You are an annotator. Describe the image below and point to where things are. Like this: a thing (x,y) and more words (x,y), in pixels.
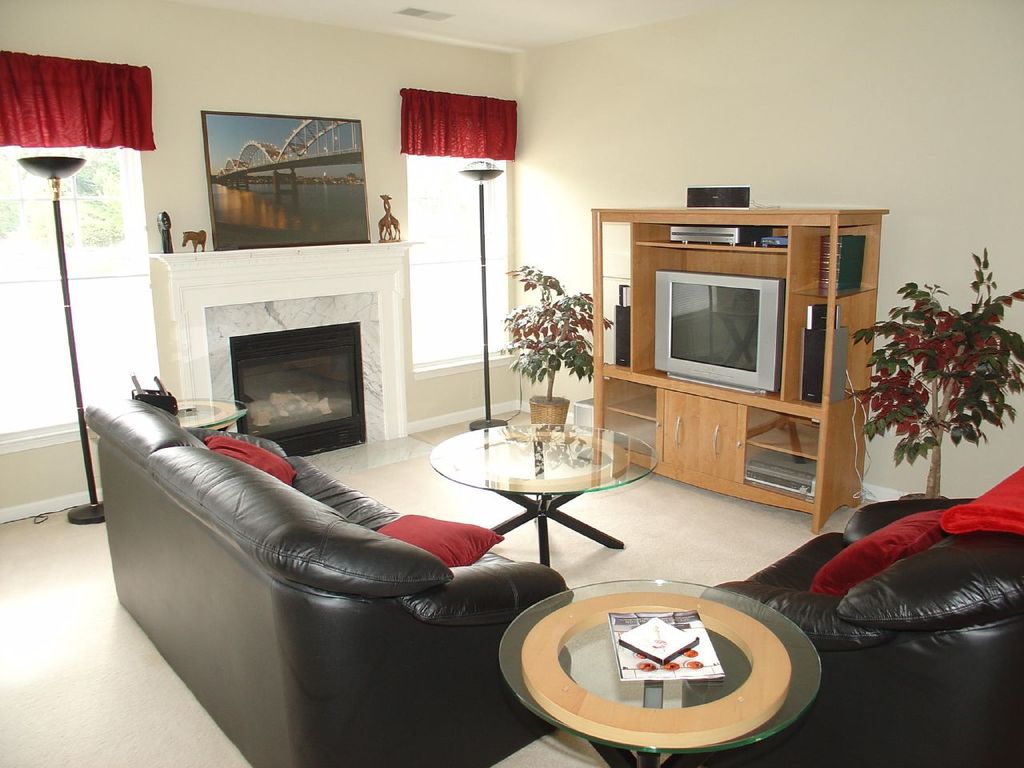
A picture inside of a room (253,617). A picture (329,198) on wall (304,81). This is a furniture (789,413) with television (718,362). Beside this furniture (632,395) there are plants (592,355). This is window (477,283). These are black couches (441,560) with red pillows (413,536). These are tables (569,494), on this table (655,711) there is a book (640,665).
